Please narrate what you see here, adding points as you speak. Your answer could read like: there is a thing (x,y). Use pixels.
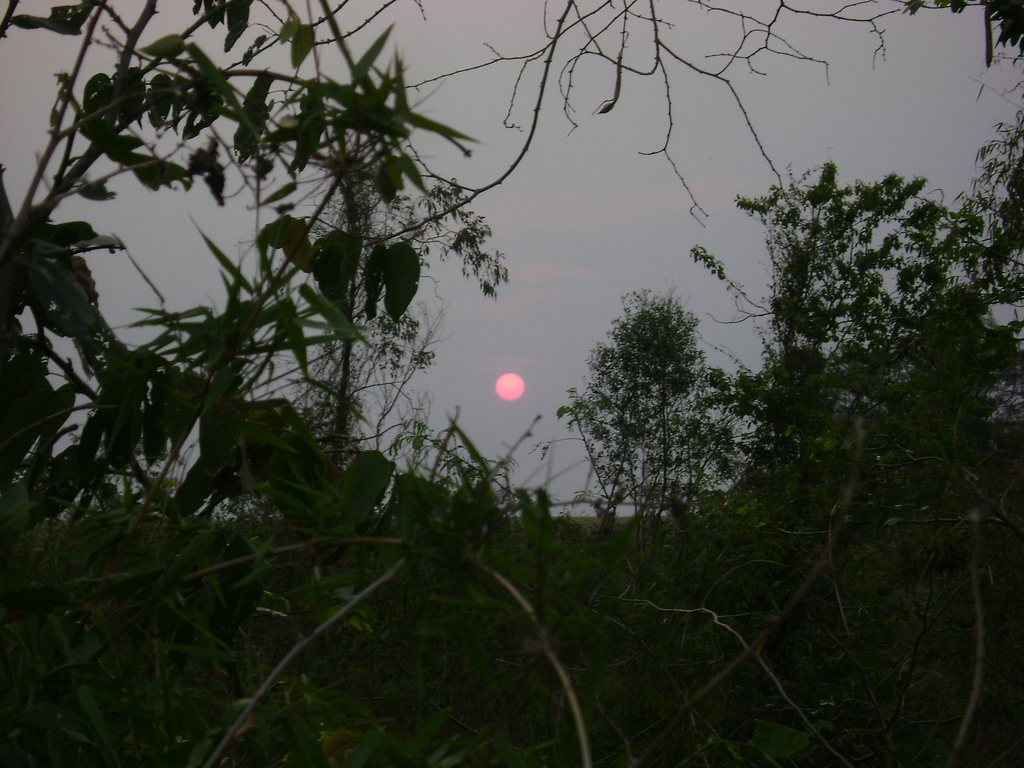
These are the trees (870,590) in the long back side, it is a sun (522,391) which is in red color.
